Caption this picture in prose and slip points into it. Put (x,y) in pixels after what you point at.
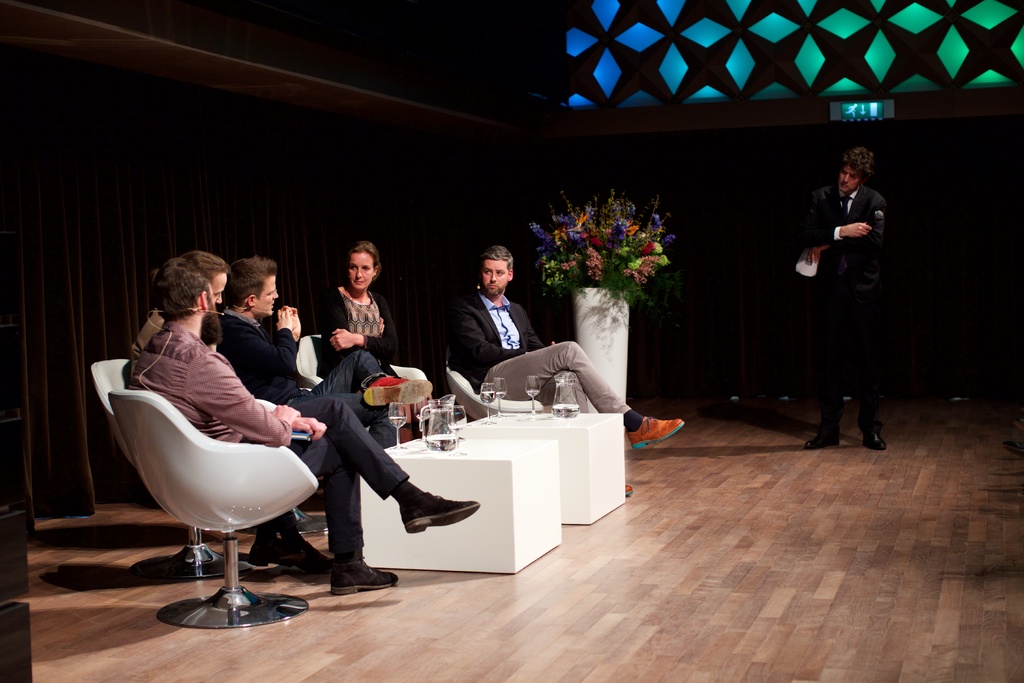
In this picture a group of people (338,494) sitting and speaking with each other.
